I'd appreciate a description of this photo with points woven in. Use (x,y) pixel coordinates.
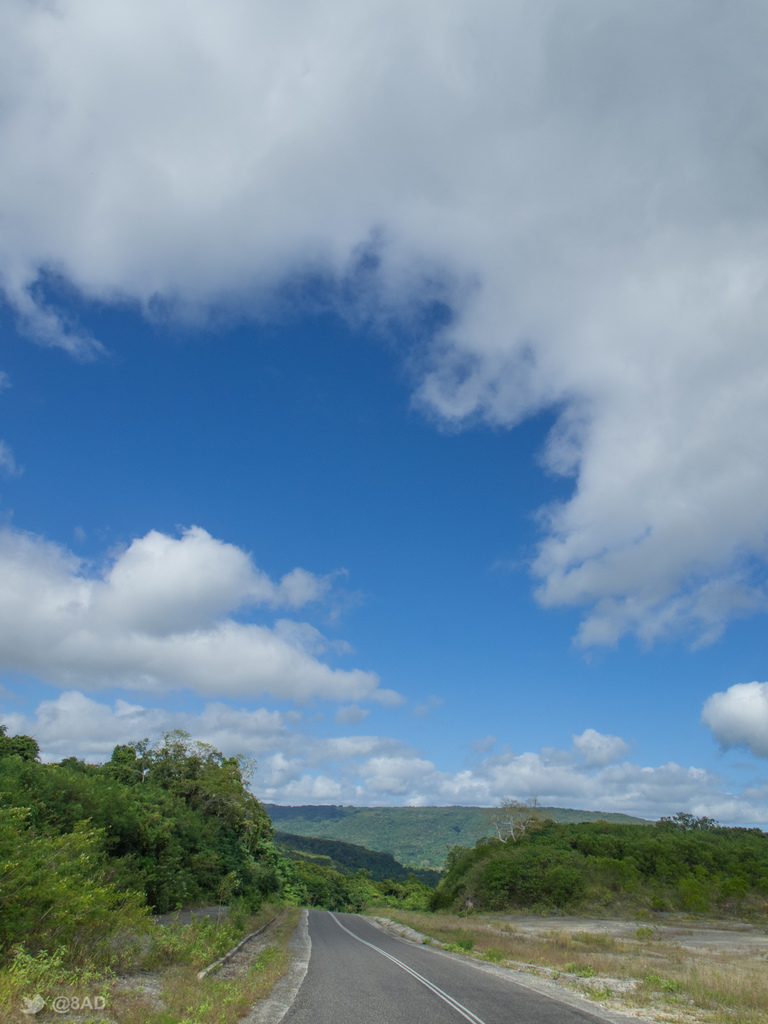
This picture shows trees (189,856) and a road (341,925) and we see hill (334,827) and a blue cloudy sky (432,430).
